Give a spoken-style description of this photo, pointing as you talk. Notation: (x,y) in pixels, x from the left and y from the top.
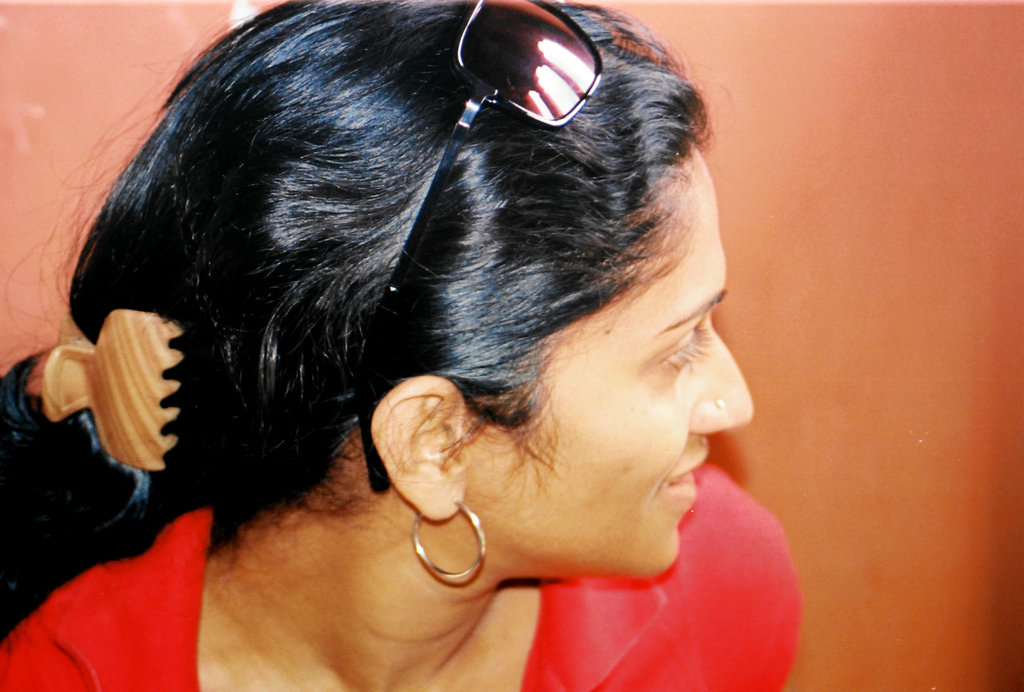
In this image, we can see a woman (504,611) is wearing red clothes (715,669) and earring (471,513). Here we can see goggles (555,59) and hair clip (134,429). Background (835,81) there is a wall (837,306).
